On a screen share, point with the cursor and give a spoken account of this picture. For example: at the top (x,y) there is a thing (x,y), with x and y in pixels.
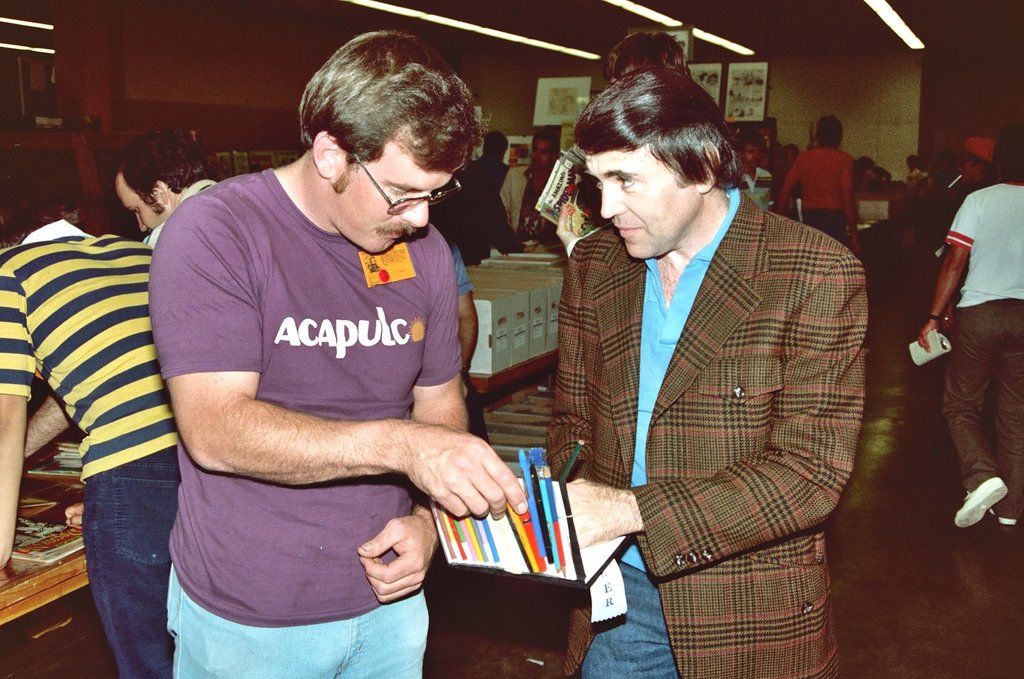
In the image to the left side (92,355) there is a man (54,335) with yellow and blue lines t-shirt (77,307) and blue jeans (109,532) is standing. Behind him there is a man (239,335) with purple t-shirt (283,343) and blue pant (382,657) is standing and holding the pens packet (510,534) in his hand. Beside him there is a man (595,488) with brown jacket (797,389), blue t-shirt (655,368) is standing. Behind them there are few people (531,201) and also there are few cupboards (502,330) with few items (519,344) in it. And in the background (187,61) there is a wall (780,90) with frames (689,32). And to the top of the image (883,1) there are lights (885,16).
